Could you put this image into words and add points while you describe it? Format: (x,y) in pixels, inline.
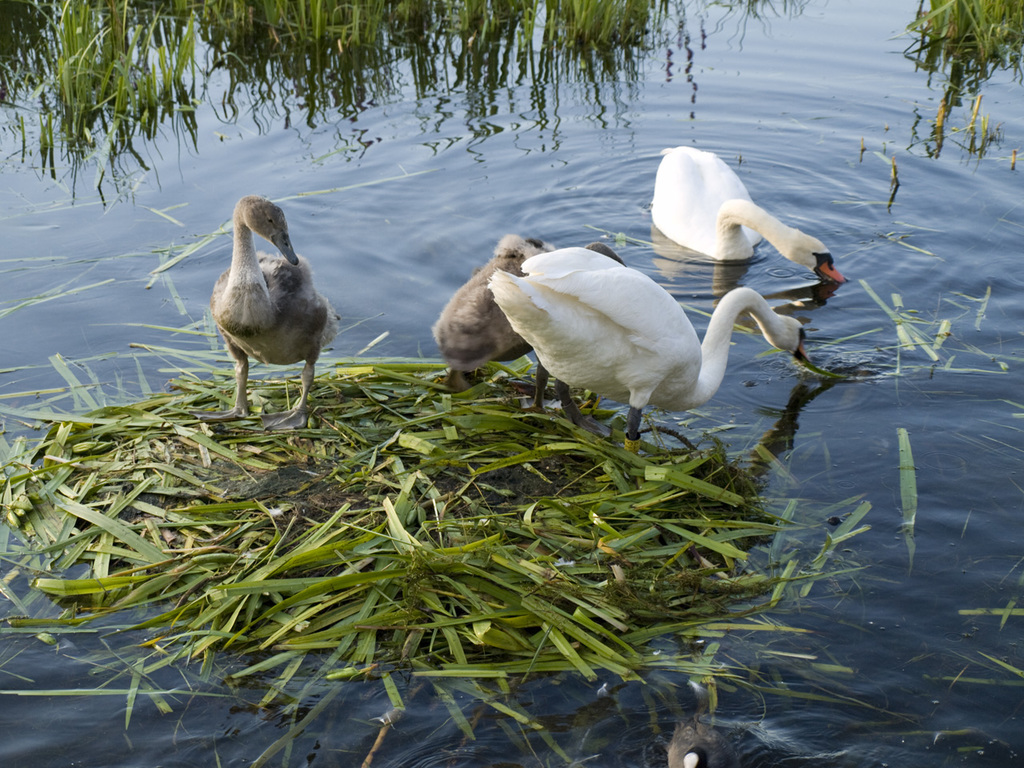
In this image I can see two cygnets (316,309), two swans (629,330) and the grass (571,580) in the water (905,411).
